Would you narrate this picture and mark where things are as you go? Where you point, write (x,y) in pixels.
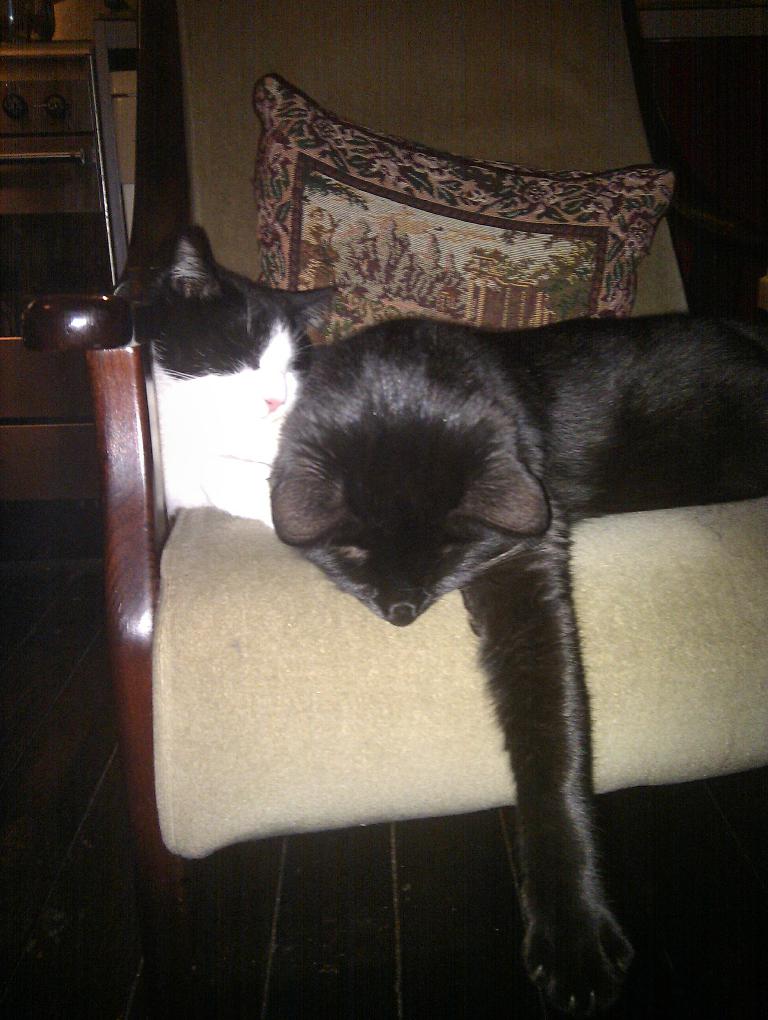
There are two cats (328,364) sleeping in a chair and there is a pillow (447,255) behind them.
